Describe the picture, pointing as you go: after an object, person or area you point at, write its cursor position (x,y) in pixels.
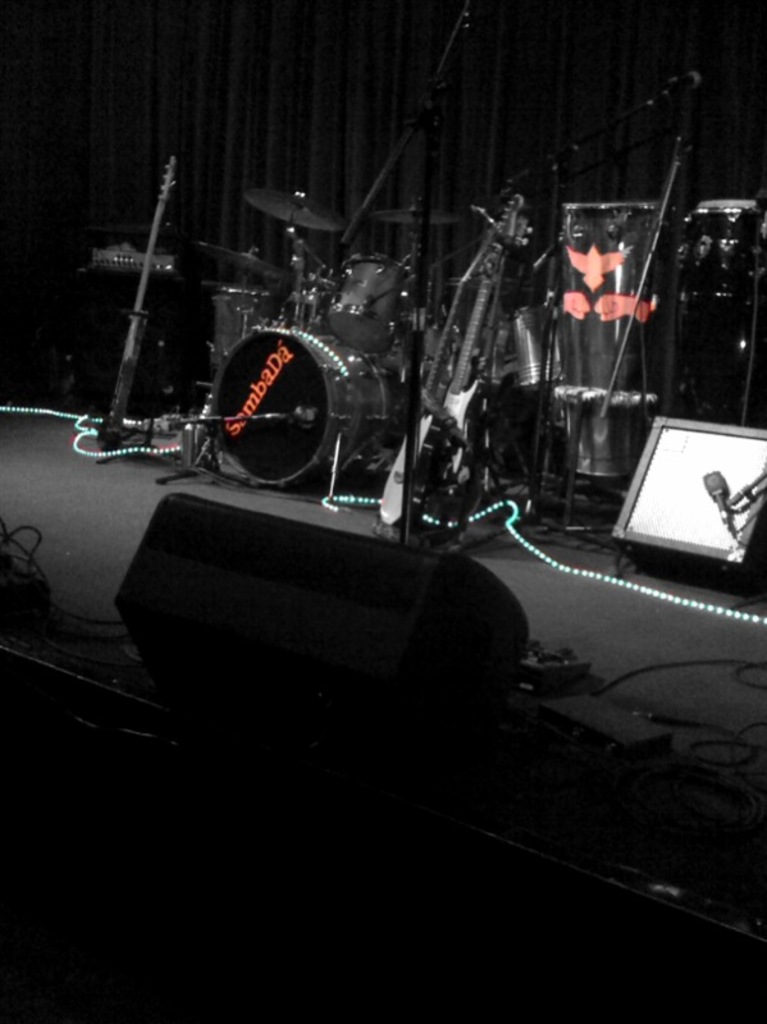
This is a black and white picture. In the middle of the picture (452,490), we see the musical instruments (461,402). On the right side (728,496), we see a microphone (727,530). In the background (331,155), it is black in color. This picture is clicked in the dark.
